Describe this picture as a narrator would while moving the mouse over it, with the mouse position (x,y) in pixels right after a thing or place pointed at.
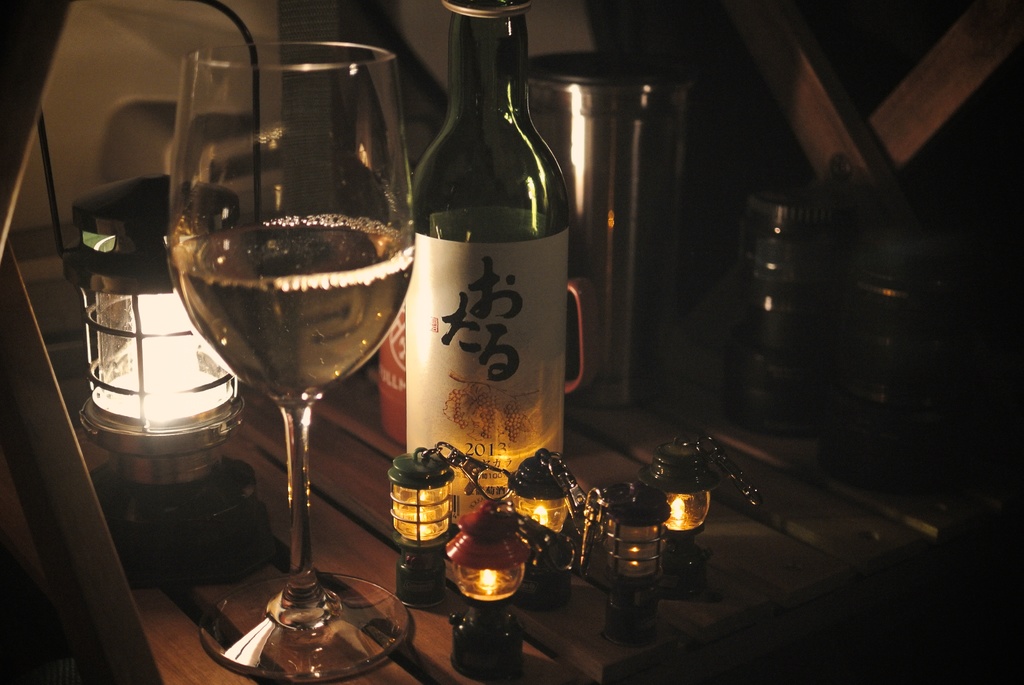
This is a wine glass (302,365) with wine (318,312), glass bottle (495,281), cap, lamp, jars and tiny lamps (520,530) are placed on the wooden table (783,542). At the background (702,142) that looks like a wooden wall (826,142).
